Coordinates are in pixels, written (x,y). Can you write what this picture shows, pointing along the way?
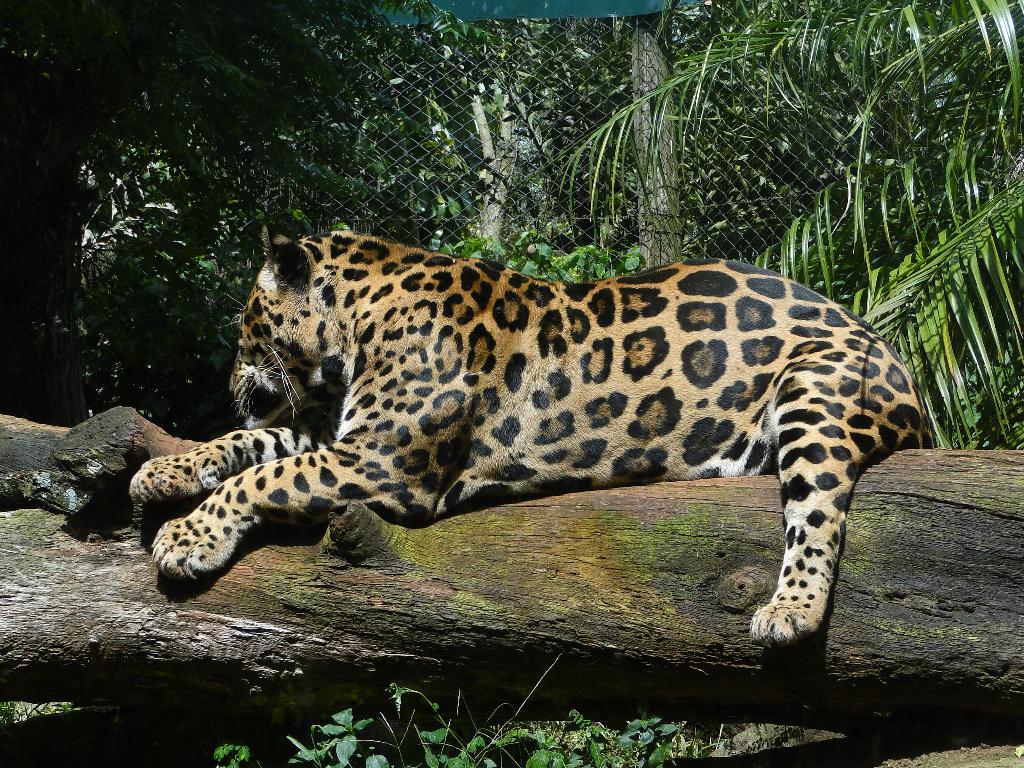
This picture shows few trees (1004,224) and a metal fence (398,215) and we see jaguar (253,375) on the tree bark (664,539).
